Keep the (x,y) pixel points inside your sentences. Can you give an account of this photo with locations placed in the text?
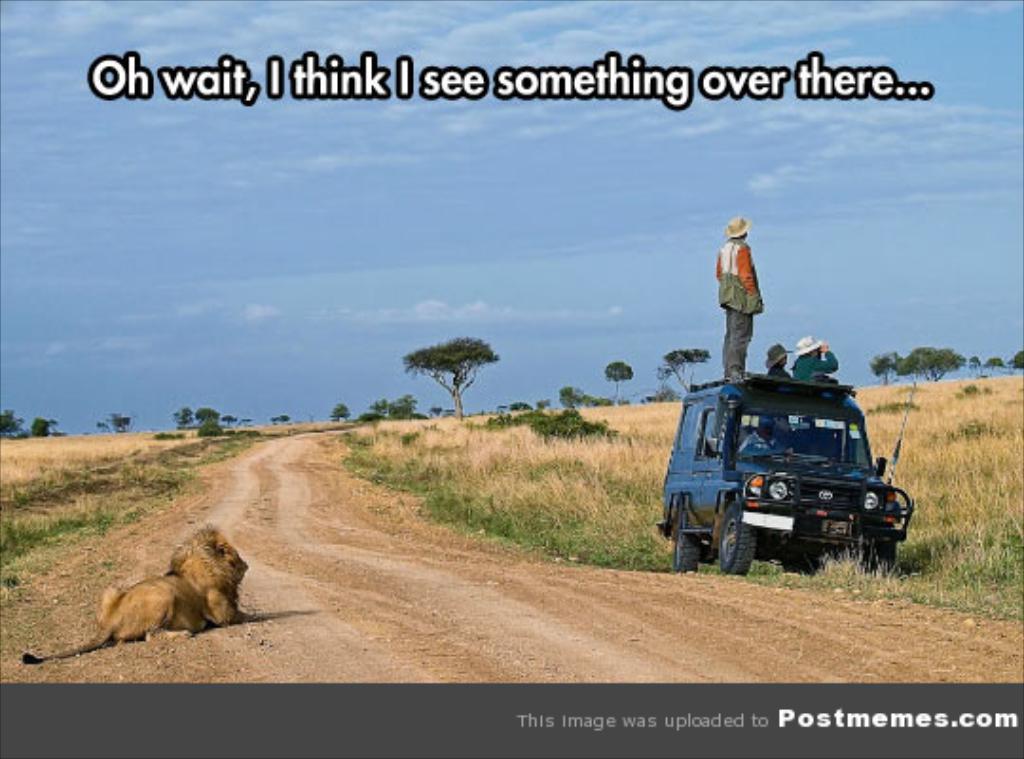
Here, we can see a picture, on that picture at the left side (196,617) there is a lion (207,626) sitting on the ground (160,651), at the right side (787,508) there is a blue color car (705,466), there is a person (725,357) standing on the car (774,379), in the background (458,360) there are some green color trees (896,357), at the top (268,229) there is a blue color sky (355,232).
